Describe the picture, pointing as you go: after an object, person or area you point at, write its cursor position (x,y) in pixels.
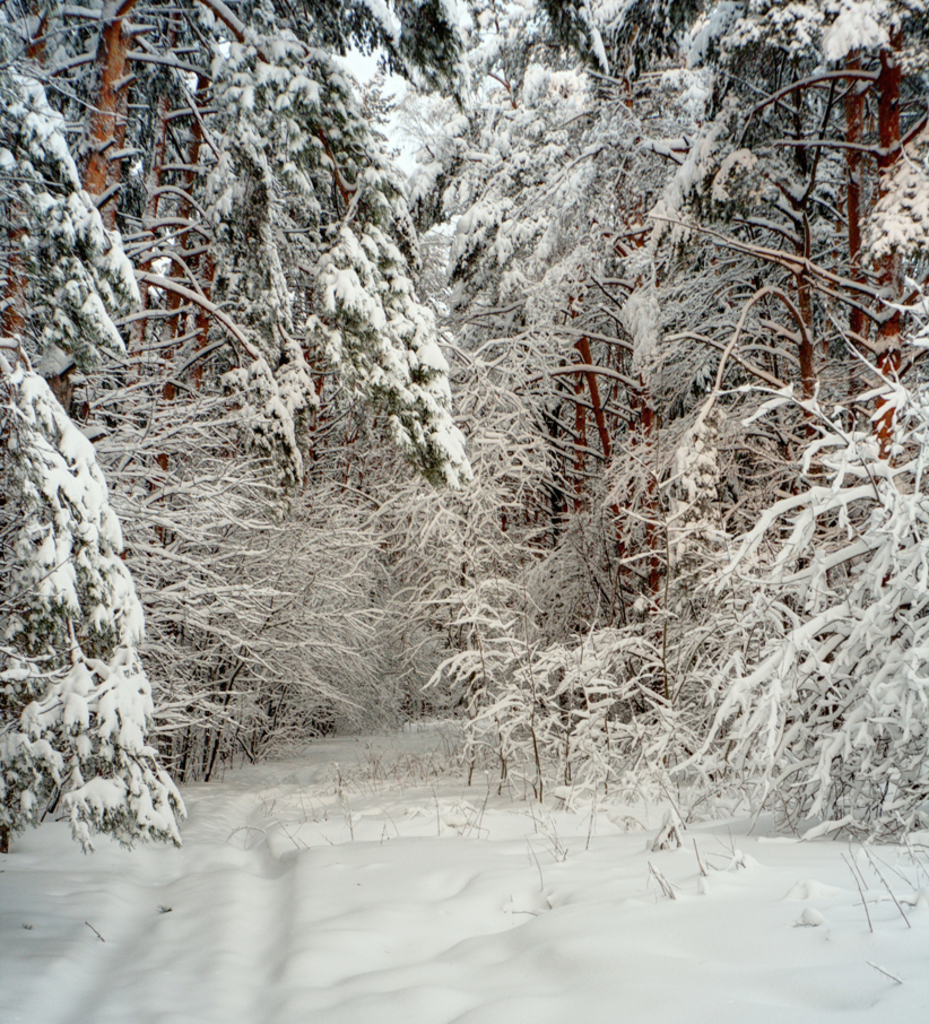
In the picture I can see trees (668,663) and there is a snow (840,467) on the trees (311,518). I can see the snow (896,942) at the bottom of the picture (537,796).
